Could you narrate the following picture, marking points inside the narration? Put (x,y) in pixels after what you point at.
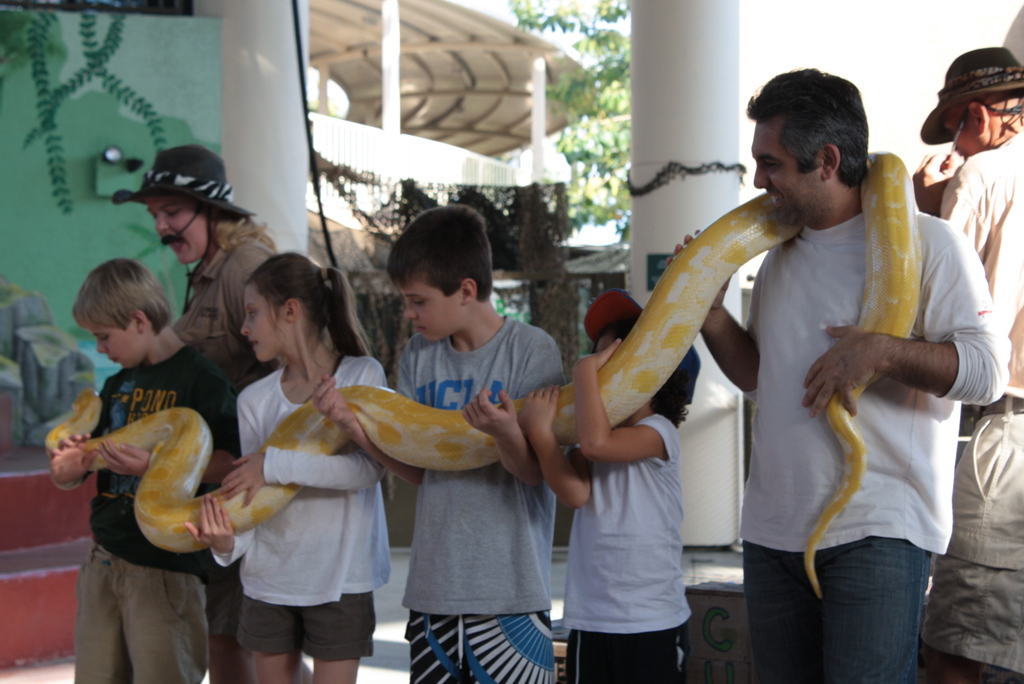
There are four kids (582,460) holding a python (467,444). In the end a person (860,340) is wearing a t shirt (907,396) is holding the python (705,284). Also a lady (186,311) is wearing a shirt (228,278), is wearing a hat (194,198) and headset (182,236) and speaking. In the background (161,91) there is a building (458,169) and trees (592,103).
